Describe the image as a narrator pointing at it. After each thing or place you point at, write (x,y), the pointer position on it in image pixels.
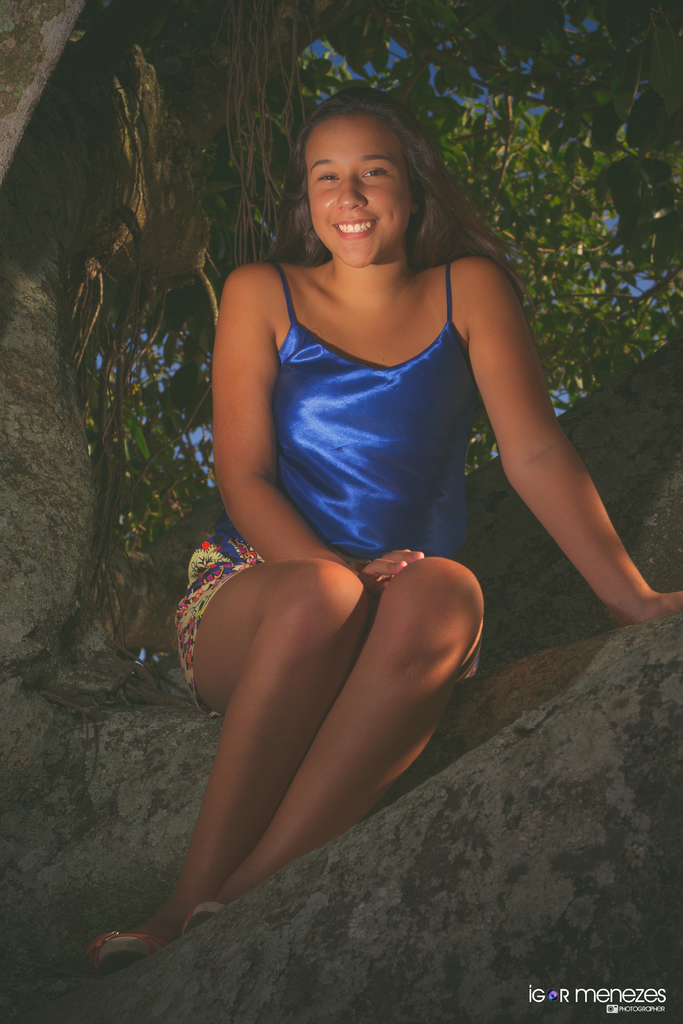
In the picture we can see a woman (296,687) sitting on the rock slope (481,794) and she is with blue top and she is smiling and behind her we can see some part of the tree (171,383).
